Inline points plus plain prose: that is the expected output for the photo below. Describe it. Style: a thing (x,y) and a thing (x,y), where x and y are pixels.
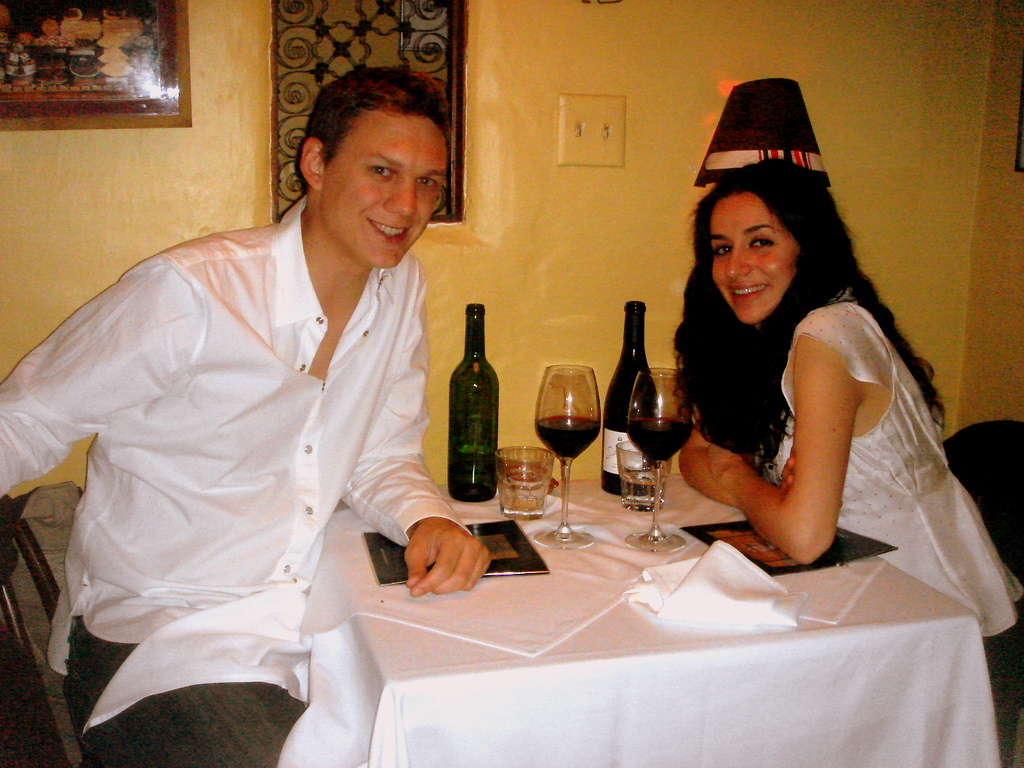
The image is inside the room (248,441). In the image there are two people (336,419), man (369,411) and woman (907,372) are sitting on chair (1020,501) in front of a table (770,587). On table (837,627) we can see a cloth (653,651), drink (669,430), glass (572,396), bottle (628,391) and a book (517,558) in background (240,96) there is a yellow color wall (222,83), switch board (572,110) and a photo frame (153,73).
